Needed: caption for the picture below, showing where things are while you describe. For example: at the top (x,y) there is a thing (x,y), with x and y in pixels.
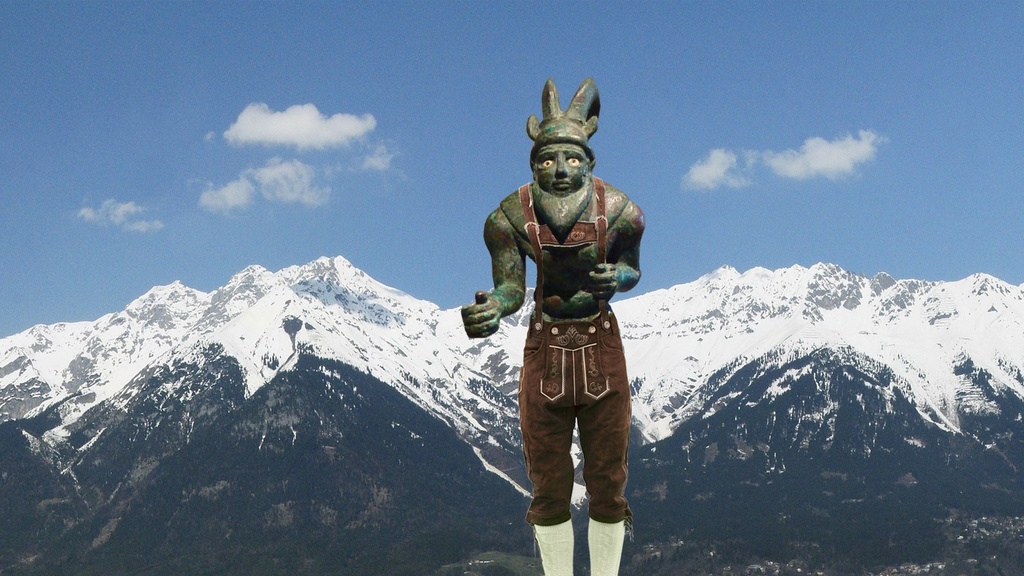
In the image we can see a sculpture of a person (595,259), here we can see the mountains (719,368) and the sky (460,191).
